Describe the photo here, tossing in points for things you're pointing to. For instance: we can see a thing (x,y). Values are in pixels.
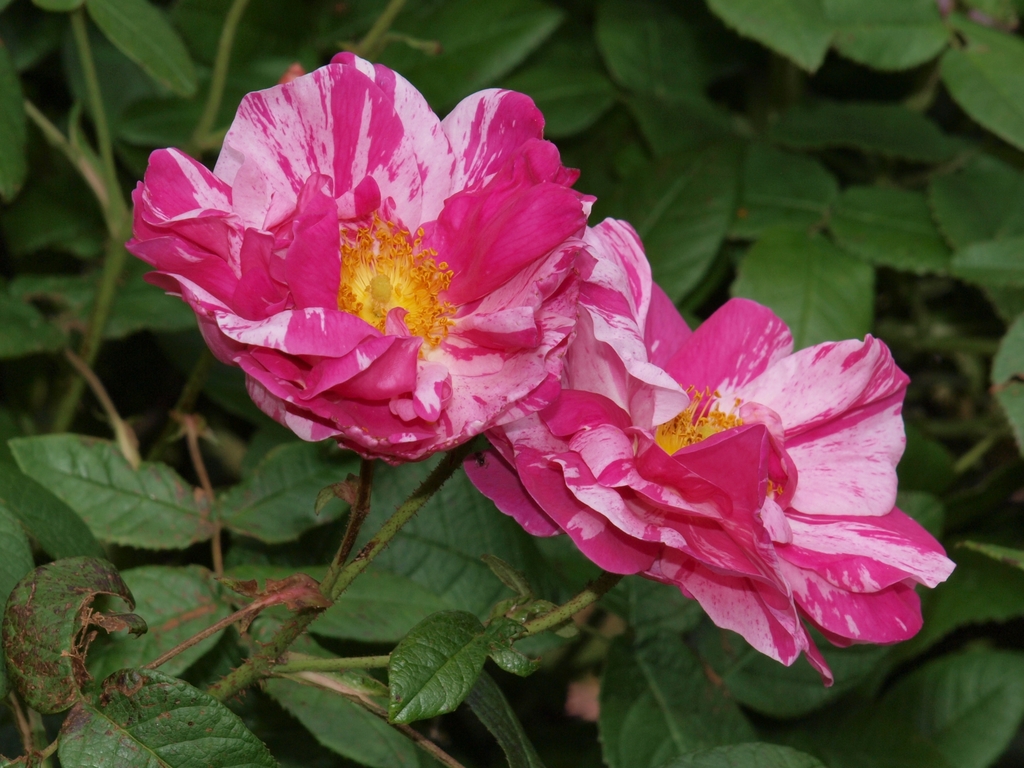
In this picture we can see green leaves (896,194) and pink flowers (508,395).
